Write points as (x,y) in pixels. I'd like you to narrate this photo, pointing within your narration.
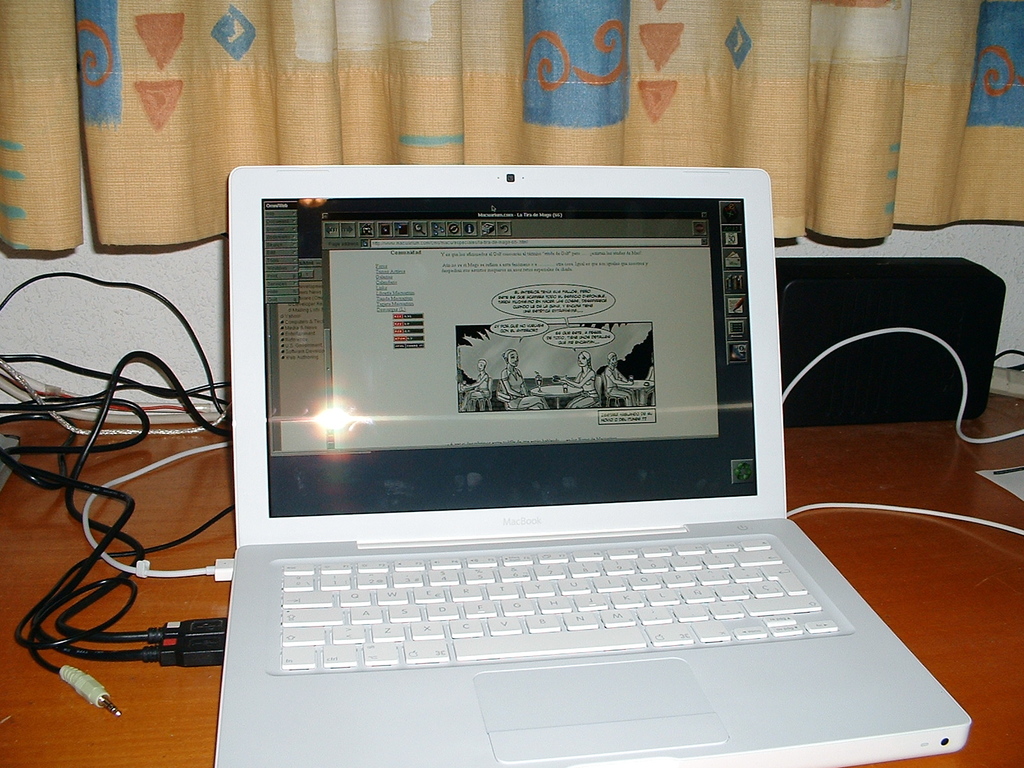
In the picture we can see a table (166,566) on it we can see a laptop (804,542) which is white in color and it is opened and to the laptop (737,740) we can see some wires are connected and which are black in color and one wire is white in color and behind it we can see a wall (1022,312) with a curtain (655,161) and some designs (603,102) to it.
